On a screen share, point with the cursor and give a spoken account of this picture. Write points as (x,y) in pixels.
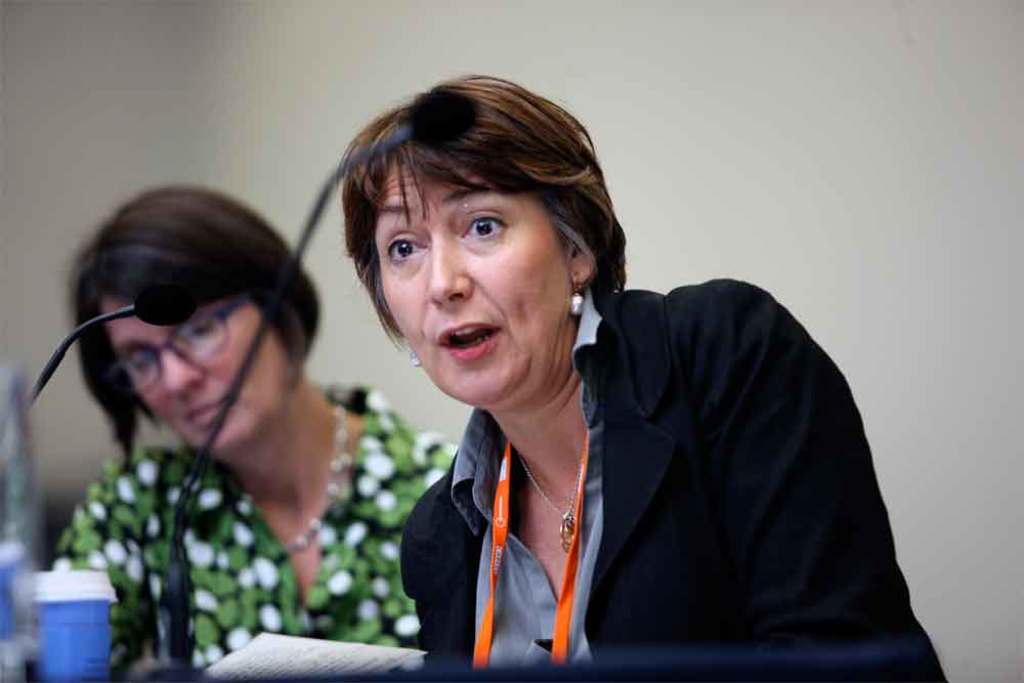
In the foreground of the image (621,613) we can see a woman (492,647) wearing a black blazer (682,543), gray shirt (518,566) and identity card (480,627). In the background of the image (58,548) we can see it is slightly blurred, where we can see a woman (341,546) wearing spectacles (189,322) and a green color shirt (252,532). On the left side of the image (331,652) we can see two mics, a paper (311,662) and blue color tumbler (68,620).
